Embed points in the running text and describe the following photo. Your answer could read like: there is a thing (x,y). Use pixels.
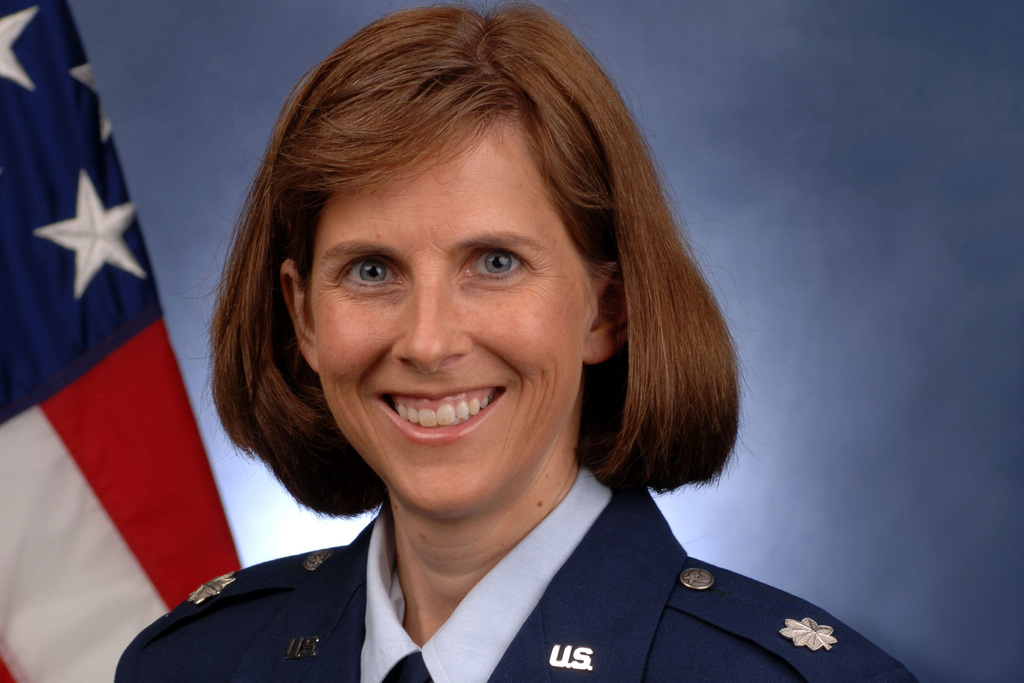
In this image I can see the person (257,619) with the uniform (324,637). In the background (103,315) I can see the flag (126,299) and there is a blue color background (773,126).
